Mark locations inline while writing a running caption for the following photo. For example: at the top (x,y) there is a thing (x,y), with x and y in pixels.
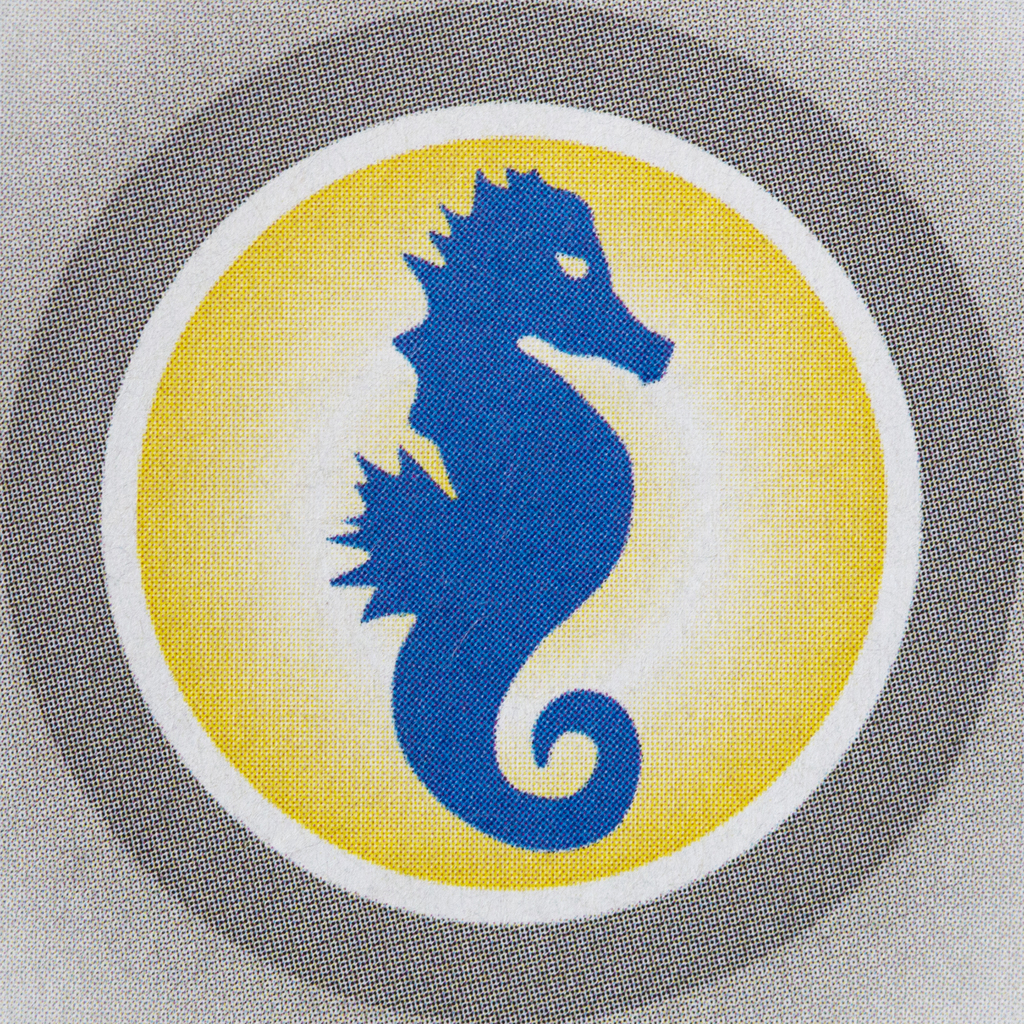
In this image I can see the cloth (289,653) and there is an animal print (421,563) on the cloth (379,486). I can see the cloth (384,452) which is in blue, ash, white and yellow color.
